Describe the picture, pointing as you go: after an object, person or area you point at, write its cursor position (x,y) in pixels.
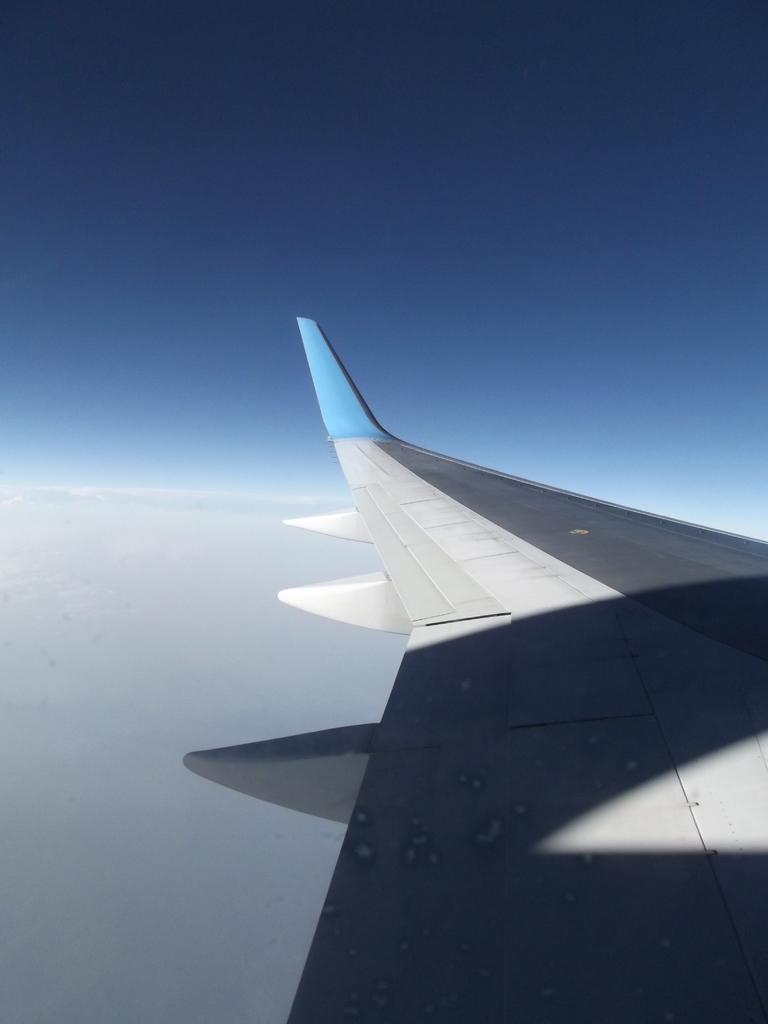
In this image we can see a wing (487,723) of an airplane (522,771). In the background (294,288), we can see the sky (285,361) and clouds (213,785).
